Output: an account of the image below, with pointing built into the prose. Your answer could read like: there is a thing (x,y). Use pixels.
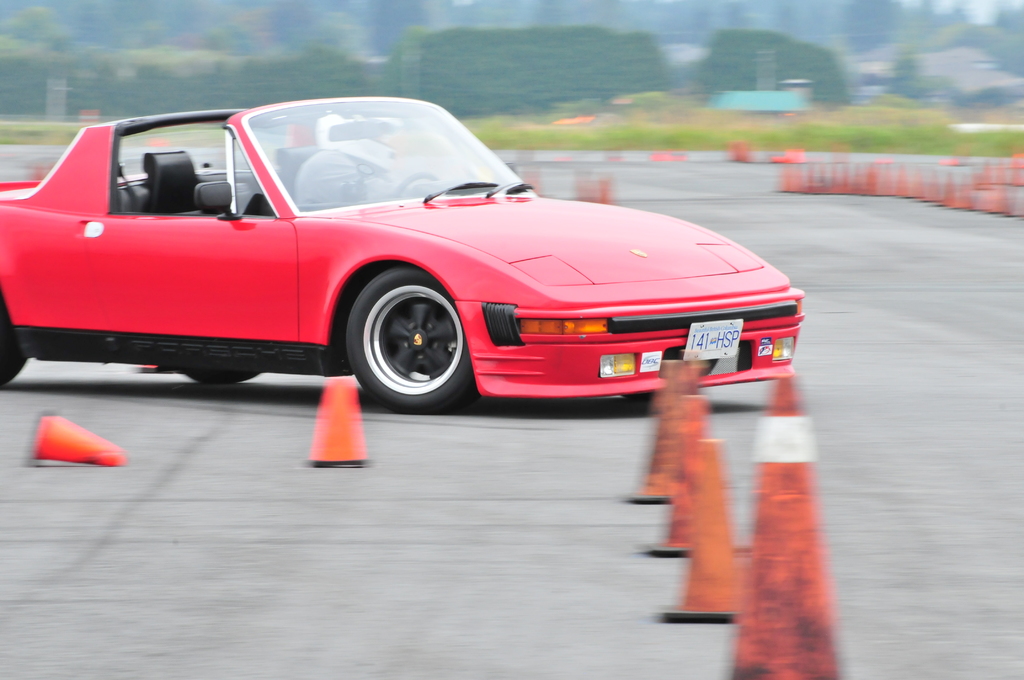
In this image there is a road (541,603) at the bottom (501,599). On the road (511,642) there is a car (451,251). There are so many safety cones (719,481) kept on the road (873,159). In the background (557,70) there are trees (662,77).
